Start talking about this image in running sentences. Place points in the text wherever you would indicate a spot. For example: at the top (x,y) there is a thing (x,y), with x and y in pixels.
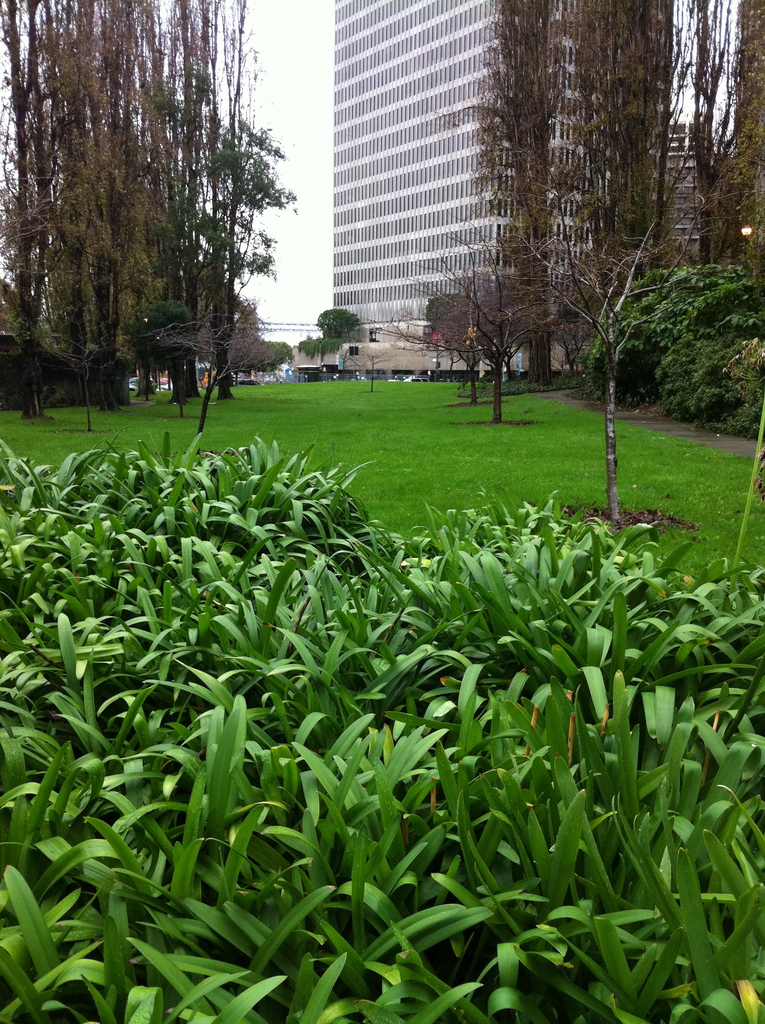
In this picture we can see plants (441,669), trees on the ground (461,454) and in the background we can see a building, sky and some objects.
